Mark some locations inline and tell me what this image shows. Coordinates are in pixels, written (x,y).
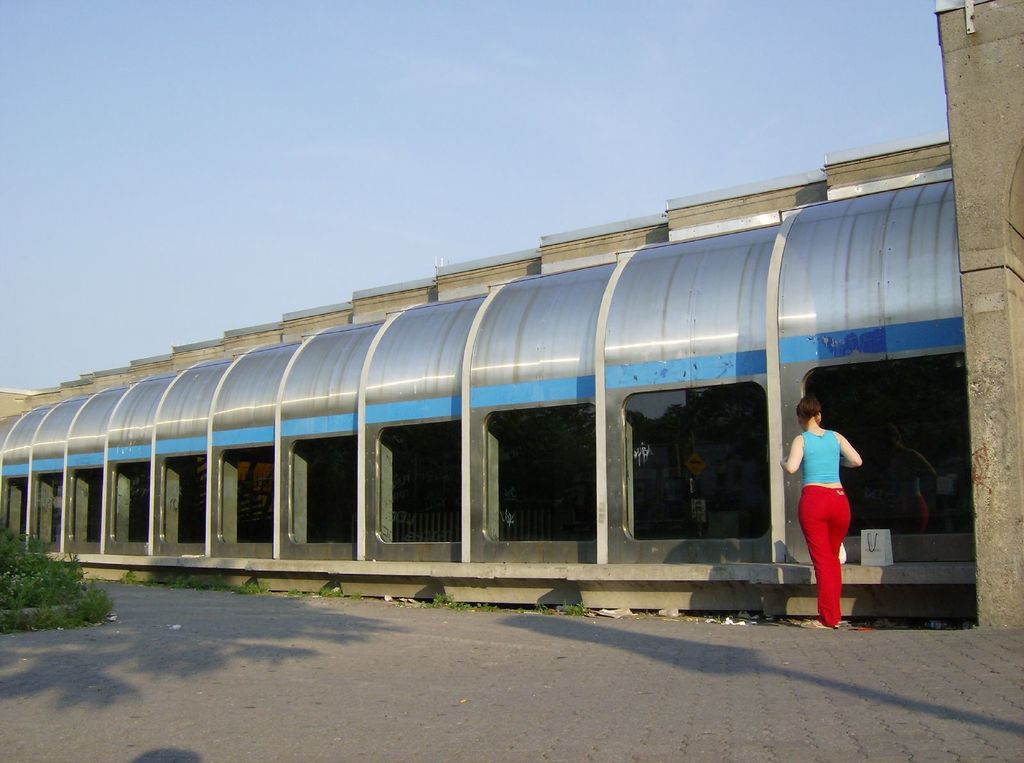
In this image I can see a shed (410,317) in blue, ash and white color. One person (835,517) is standing and wearing blue top (828,473) and red pant (835,504). I can see few green grass (39,544) and sky (420,131) is in blue color.
